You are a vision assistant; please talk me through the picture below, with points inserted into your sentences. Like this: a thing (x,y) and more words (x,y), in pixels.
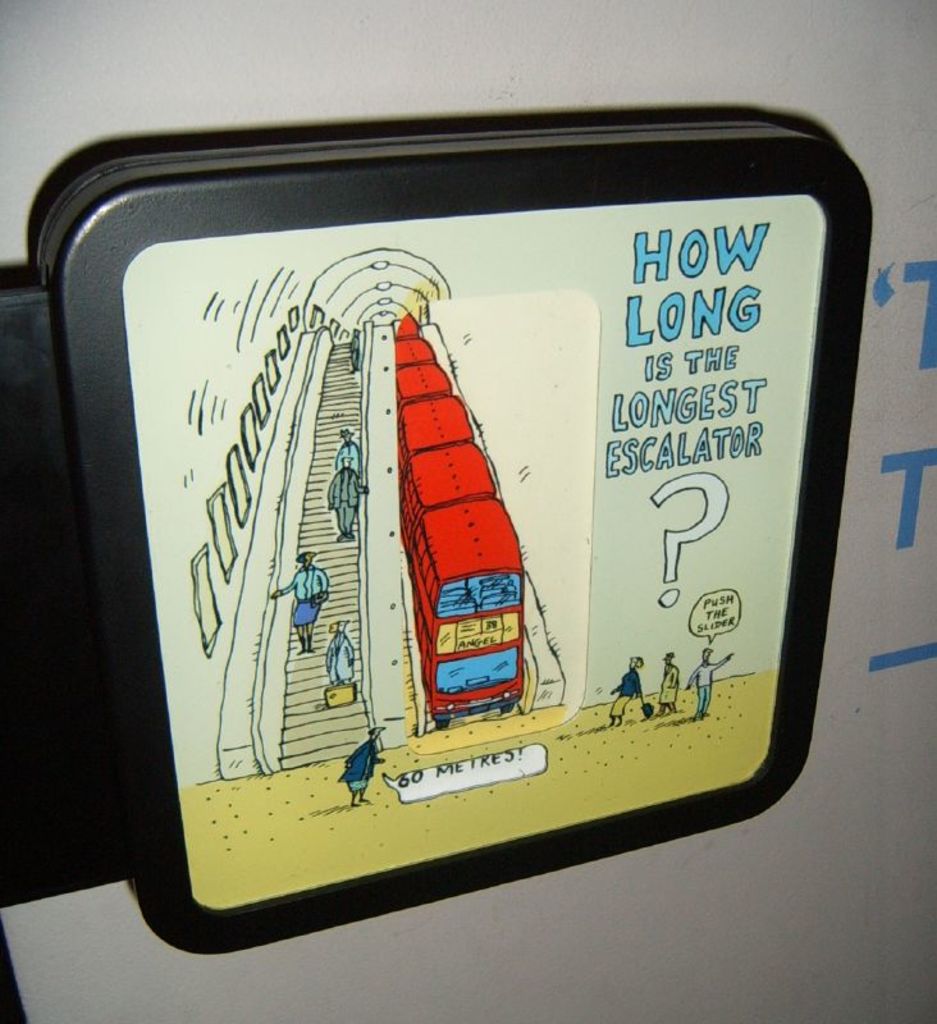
In this image there is a black board (602,169) on which there is a sticker (526,560). In the sticker (415,506) we can see that there is an escalator (339,600).
